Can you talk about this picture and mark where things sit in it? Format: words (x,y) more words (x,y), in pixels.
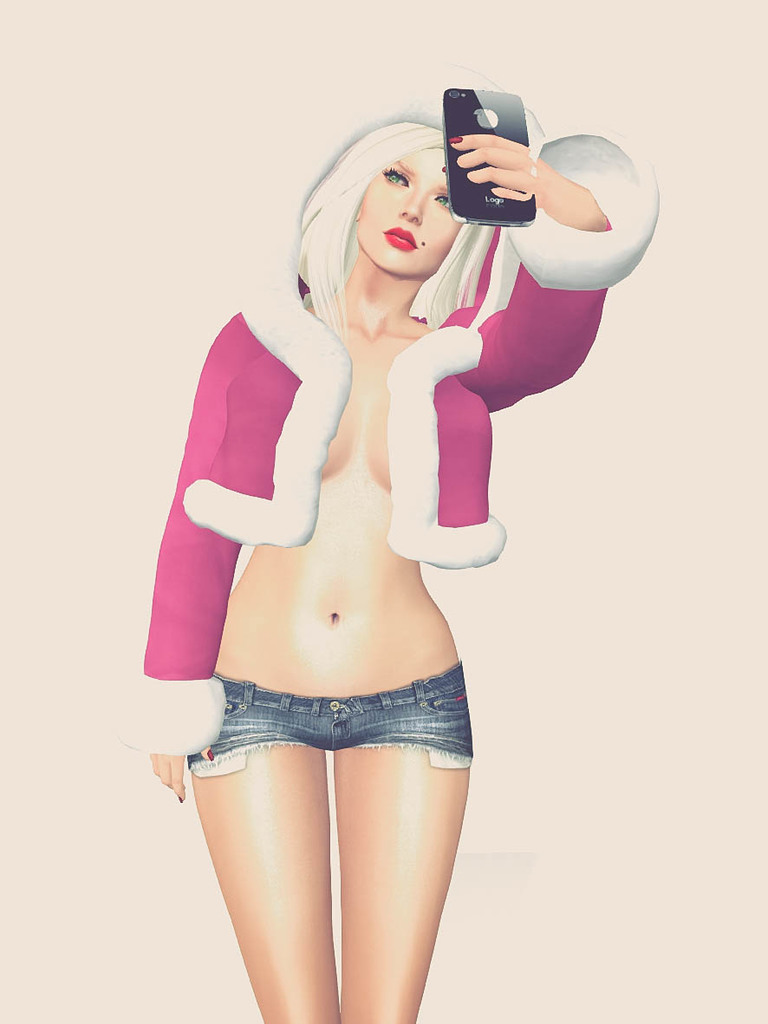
In this image we can see an animation of a woman (346,419) holding a cellphone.
